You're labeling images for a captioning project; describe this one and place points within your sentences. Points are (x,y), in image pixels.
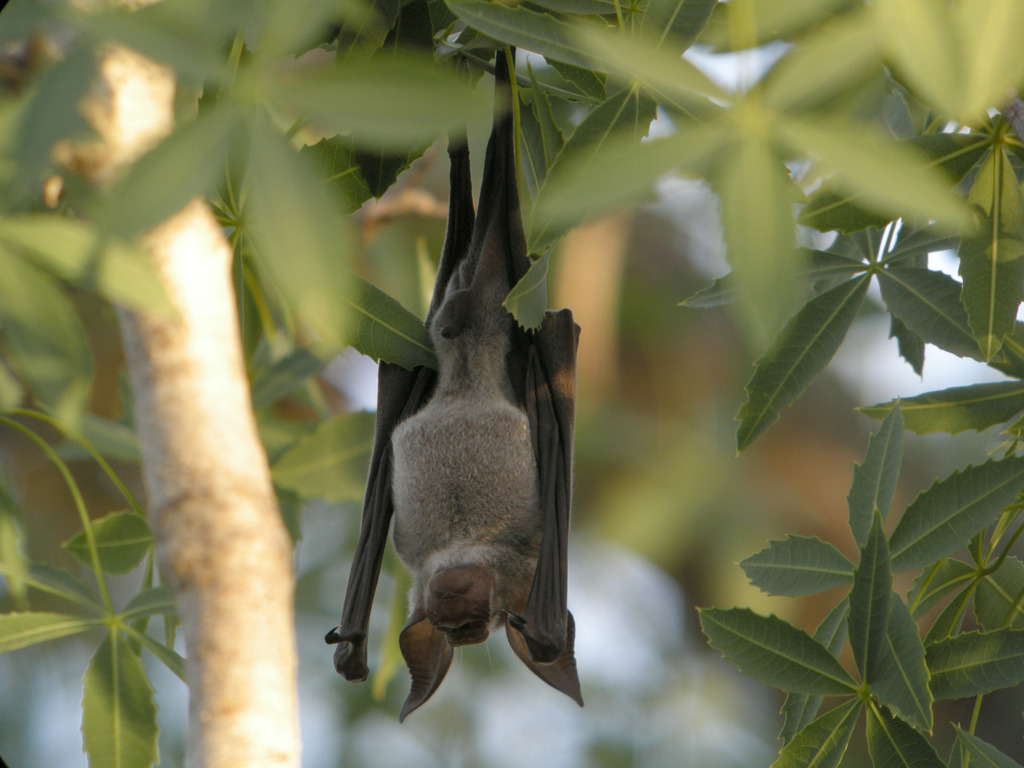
In this picture I can see there is a bat (343,678) hanging on the tree (350,194) and the tree (308,160) has branches (373,207) and leaves (262,100).
